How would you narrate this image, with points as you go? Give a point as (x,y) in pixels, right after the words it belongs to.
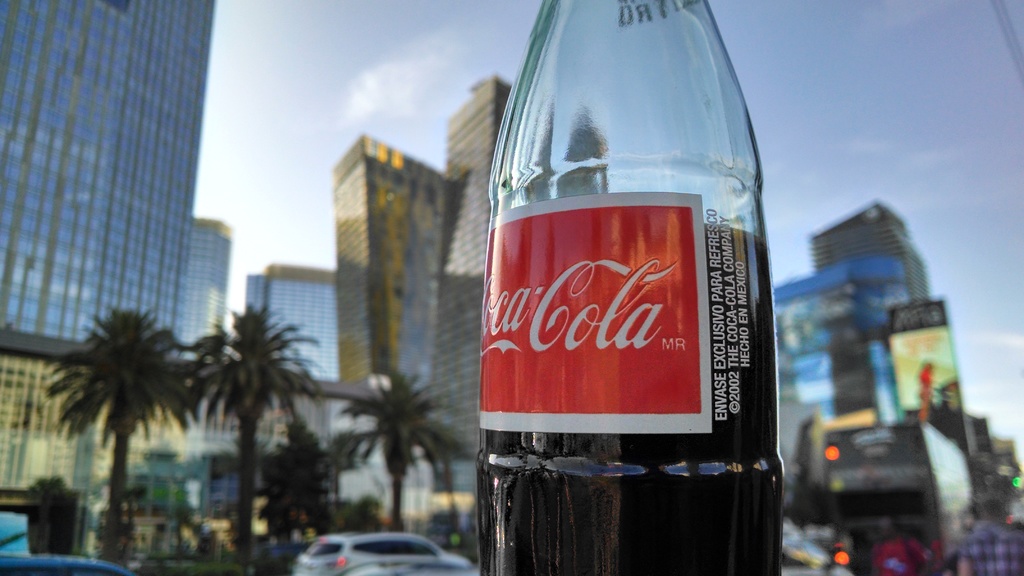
There is a glass bottle (645,122) in the image with a drink (721,436) in it. There is also a Coca cola label (656,417) placed on it. Just beside the label (701,327) there is some text (726,329) written on the bottle (721,298). In the background (352,341) there are skyscrapers (185,234) and trees (275,327). In the below right corner (896,533) there are few people (975,544). There are also few cars (65,575) and a bus (863,479) in the image. Just above bus (882,454) there is a hoarding (919,375). At the top of the image (890,95) there is sky (842,37).
